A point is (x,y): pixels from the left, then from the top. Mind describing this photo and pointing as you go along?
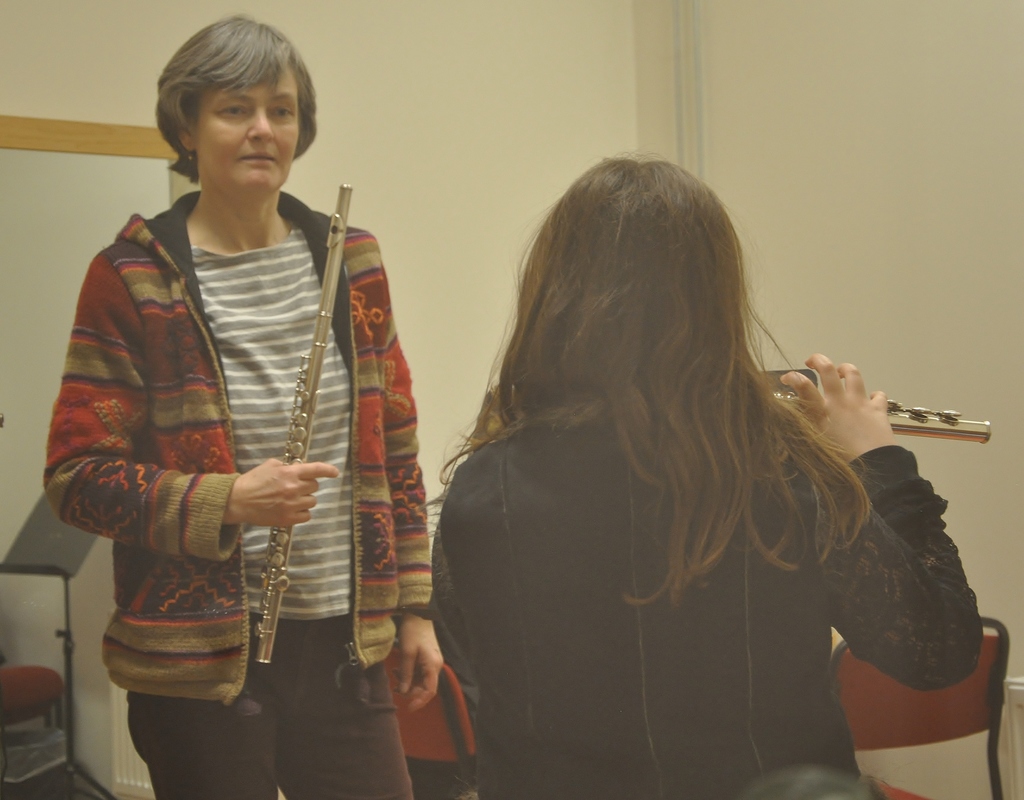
In this image I can see two women (746,388) where one is standing and holding musical instrument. I can see another one also holding musical instrument (974,427). In the background (894,691) I can see few chairs (962,708) and a stand (21,564).
